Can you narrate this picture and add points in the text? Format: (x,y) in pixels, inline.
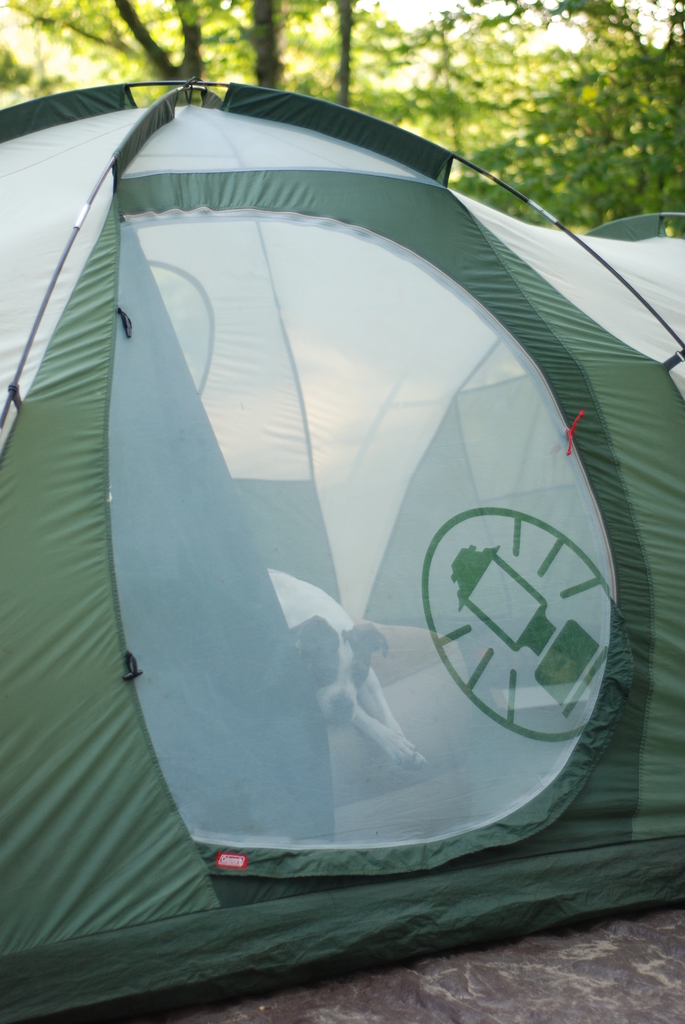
In this image, we can see a tent (285,670). Inside the tent (11,118), we can see a dog (326,669). Top of the image (458,70), there are few trees (677,107) and sky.
